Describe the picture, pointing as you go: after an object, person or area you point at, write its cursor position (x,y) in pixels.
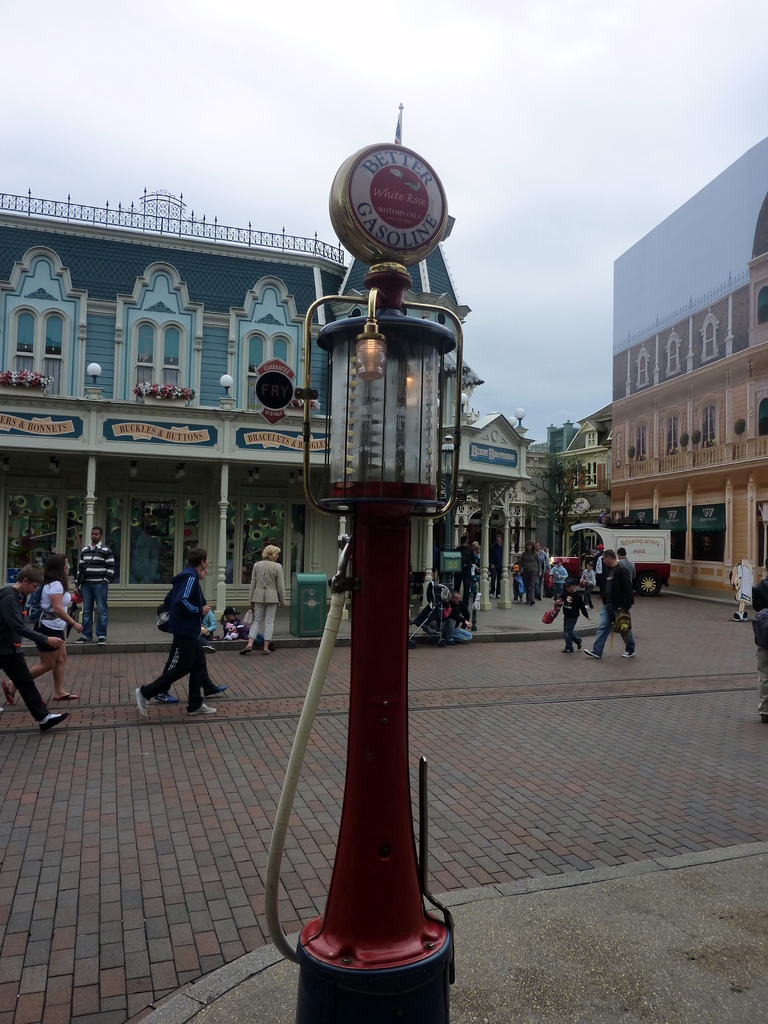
In this image we can see a filling station (356,654). In the background of the image (731,503) there are some buildings (488,439), people (592,567), vehicle (580,561), lights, name boards (287,388) and other objects (10,379). At the bottom of the image (531,1005) there is the floor (531,1005). At the top of the image (276,143) there is the sky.
